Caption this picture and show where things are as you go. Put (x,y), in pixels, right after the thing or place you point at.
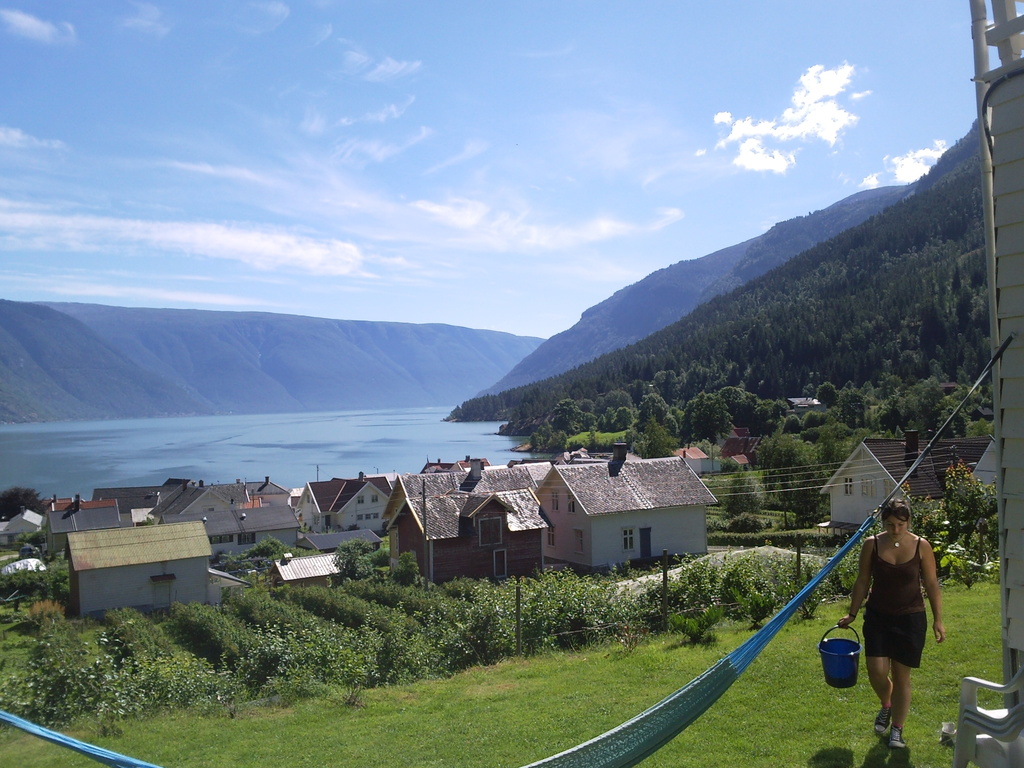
In this image we can see sky (379,185) with clouds (158,294), hills (154,314), river (126,425), trees (906,271), buildings (182,502), electric cables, mesh (761,547), poles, ground (876,708), plants (455,628), person (896,612) standing on the ground (944,712) by holding a bucket (833,661), chairs (963,715) and a swing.
